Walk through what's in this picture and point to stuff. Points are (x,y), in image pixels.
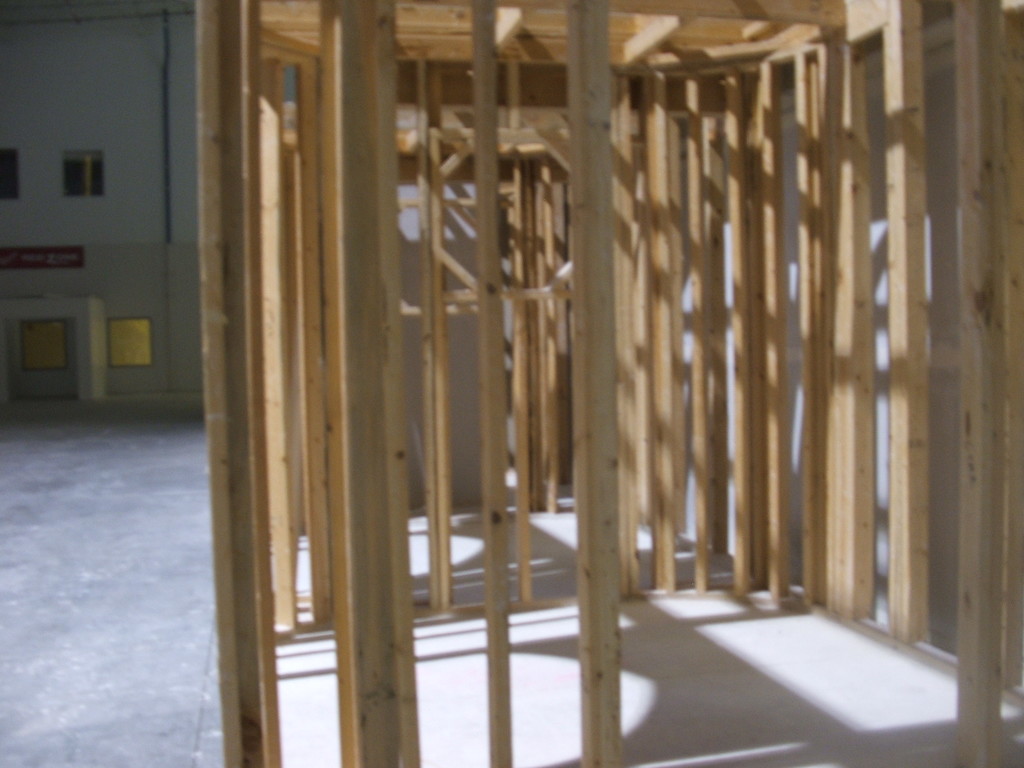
In the center of the image (557,361) we can see a wooden cage (387,459). In the background (153,254) there is a building (83,281).
